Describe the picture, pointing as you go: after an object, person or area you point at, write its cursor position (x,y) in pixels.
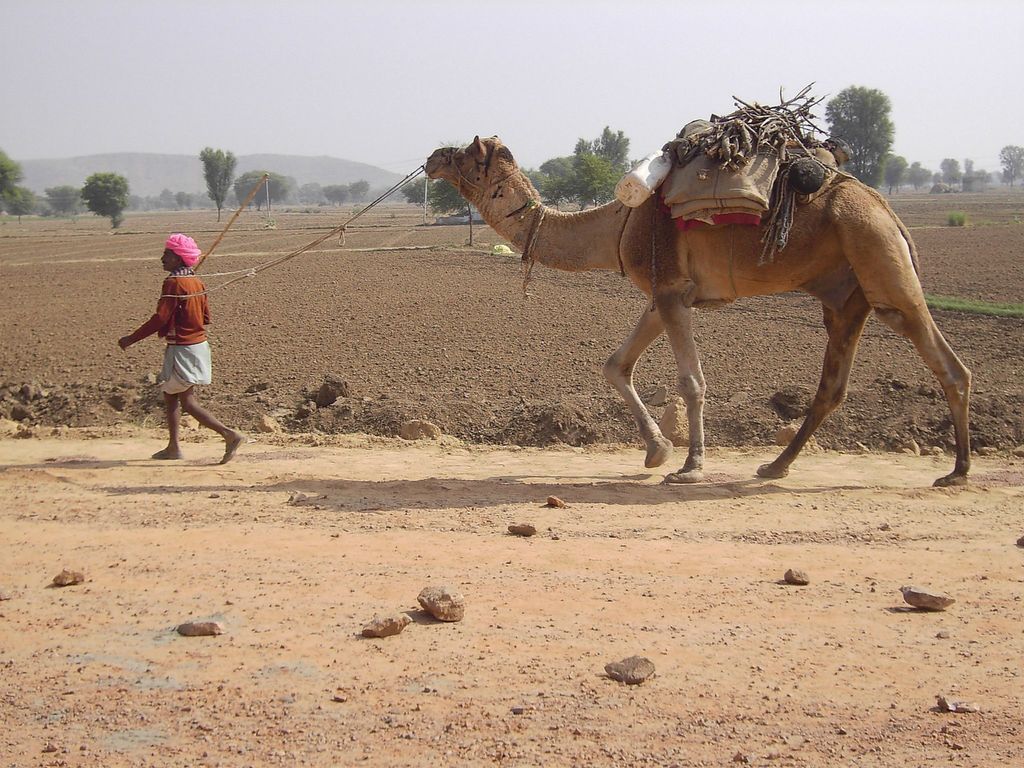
In this image there is a man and a camel (603,236) are walking, there are some stones (554,505) on the ground (276,471) and in the background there are trees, hills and sky (722,5).
